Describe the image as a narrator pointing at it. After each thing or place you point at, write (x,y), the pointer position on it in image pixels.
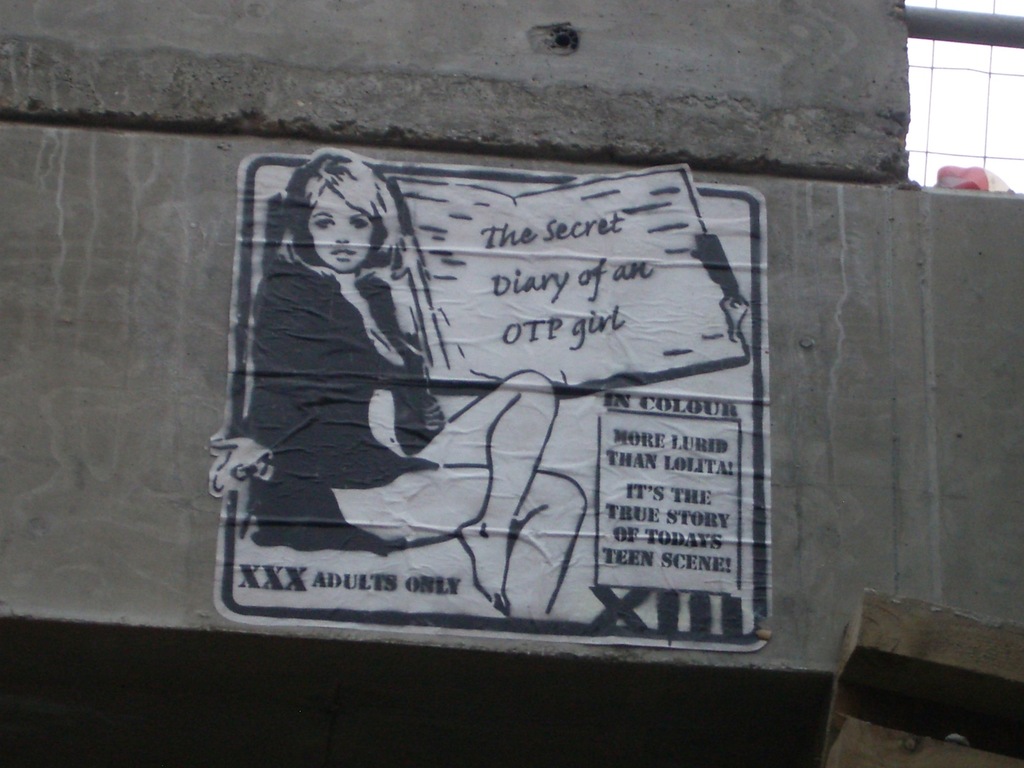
In this picture we can see a wall (77,320), there is a paper (390,170) pasted on the wall (108,198), we can see depiction (424,409) of a person (396,311) and some text (590,338) on the paper (639,451).
